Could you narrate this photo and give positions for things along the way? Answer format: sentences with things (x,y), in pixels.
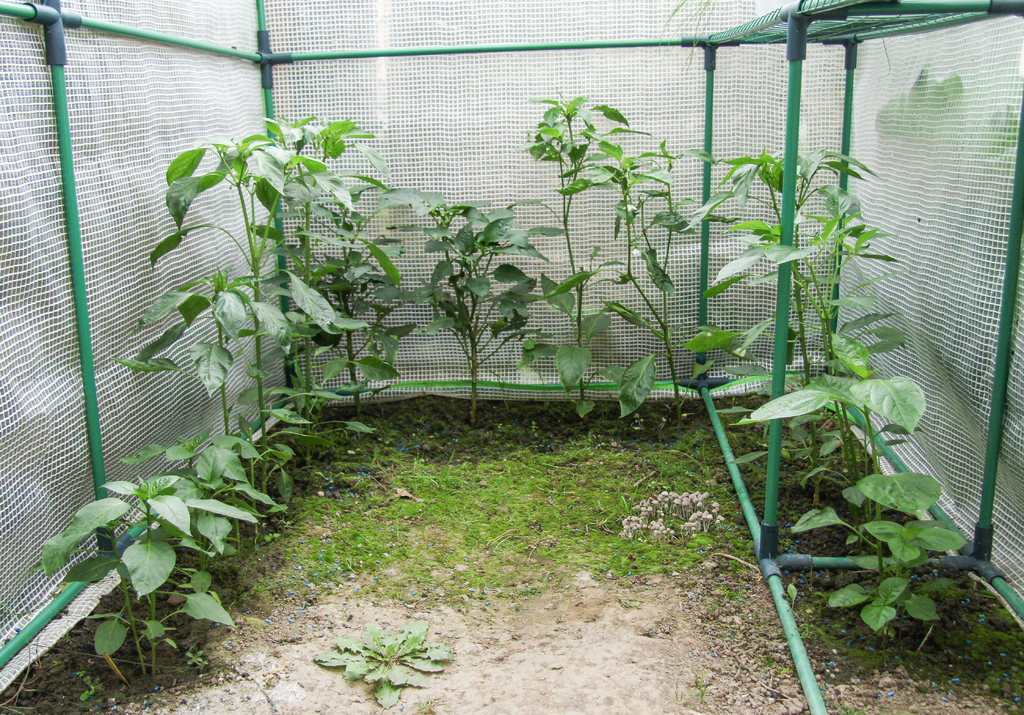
In this image I can see plants (457,318). Here I can also see green color rods (78,255). In the background (979,114) I can see net (577,224).
